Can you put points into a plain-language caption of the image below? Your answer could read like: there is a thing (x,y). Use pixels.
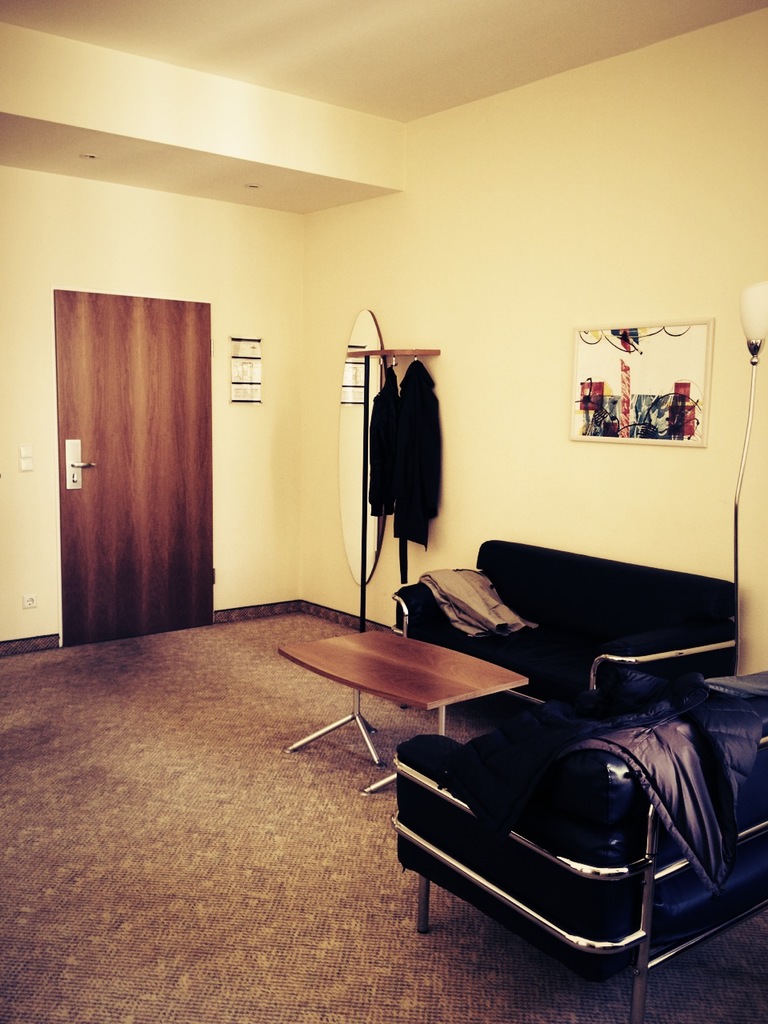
In this picture there is a wooden table (430,663). There is a grey jacket (485,598) on a blue sofa (627,644). There is a black jacket (403,448) hanging to the rod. There is a frame (679,400) on the wall (674,453). A door (187,424) and a door handle (77,443) on the left of the image (135,454). There is a poster (235,394) on the wall (287,493).
